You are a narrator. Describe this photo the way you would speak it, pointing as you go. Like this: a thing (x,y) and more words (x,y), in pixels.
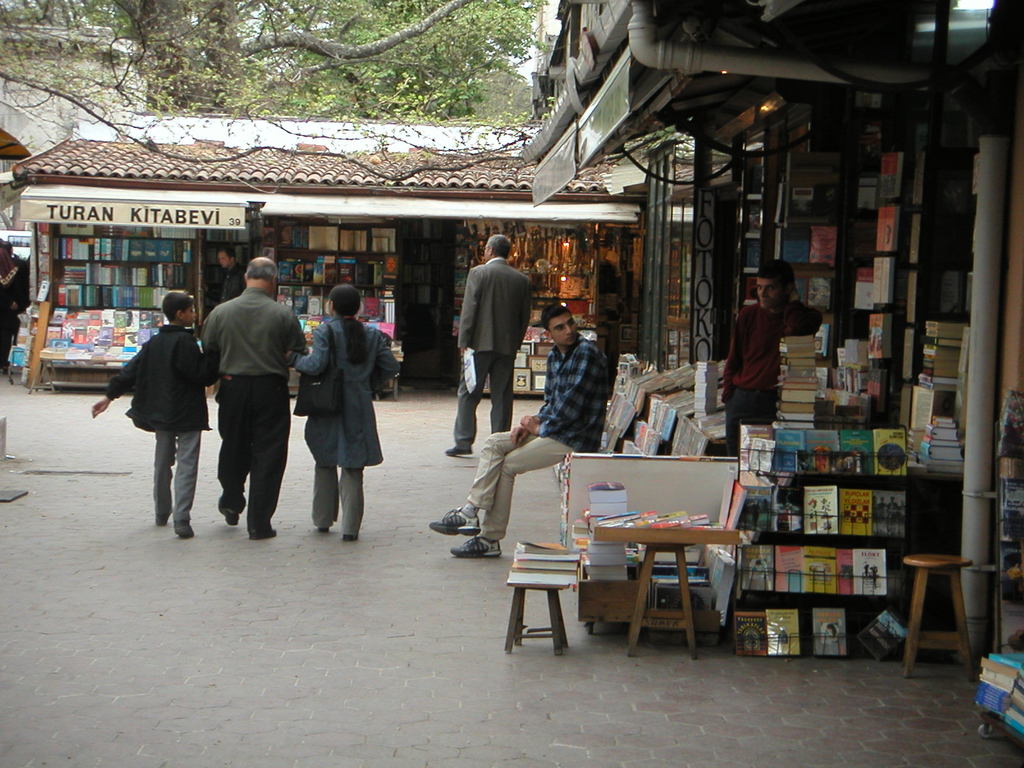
In this picture there are people (281,334) in the center of the image (581,373) and there are book stalls (737,225) on the right (793,391) and in the background area of the image (426,260), there are trees (381,108) at the top side of the image (409,110).
